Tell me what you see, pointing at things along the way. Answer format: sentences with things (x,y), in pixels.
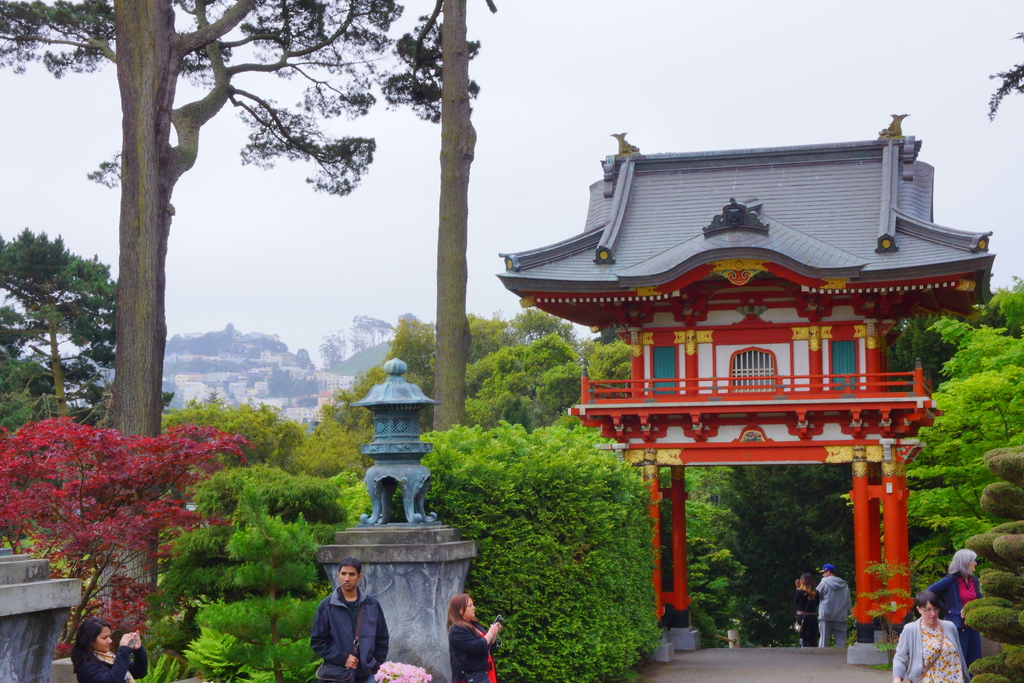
In this image there are people (914,653) standing on a road (685,654) and there is an entrance (642,341), in architecture (906,405), on either side of the entrance (887,539) there are trees (572,417) in the background (529,104) there are houses (240,377) and the sky (744,85).
